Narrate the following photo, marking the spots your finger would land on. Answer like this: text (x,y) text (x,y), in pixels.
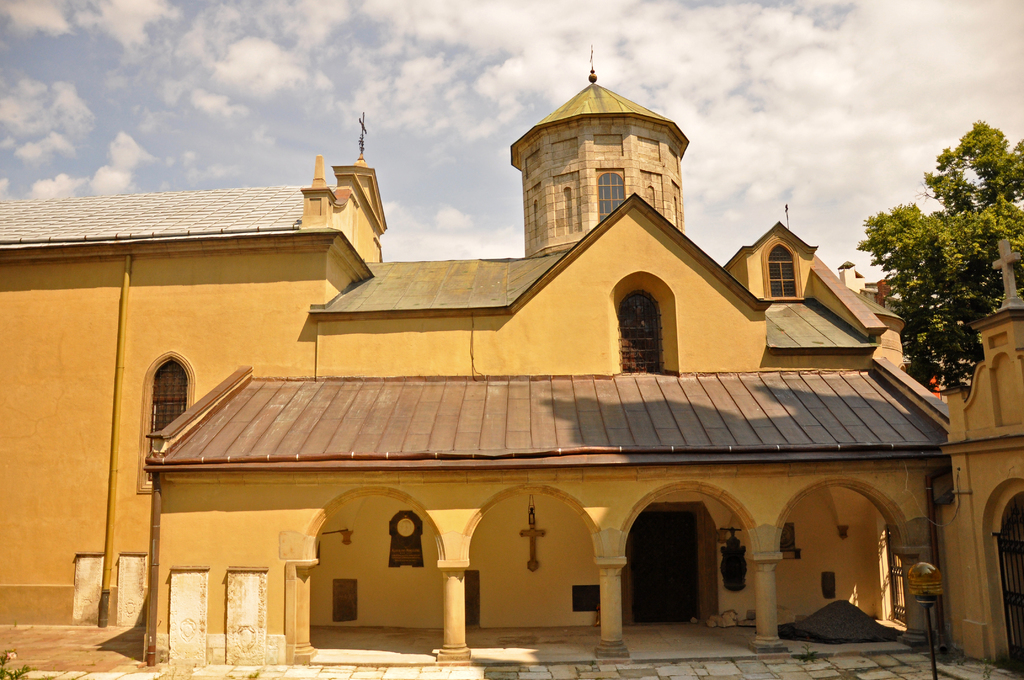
This picture is clicked outside. In the foreground (753,663) we can see the ground (173,676) and a lamp post (929,583) and we can see the pillars (618,633), some objects (842,633) lying on the ground (659,646) and we can see there are some objects (533,544) hanging on the wall (855,567) of the house (367,382). In the center (342,364) we can see the house (803,365) and a tower (676,223). In the right corner (938,202) we can see the tree (960,269). In the background (524,27) we can see the sky (794,90) with the clouds (820,140).
